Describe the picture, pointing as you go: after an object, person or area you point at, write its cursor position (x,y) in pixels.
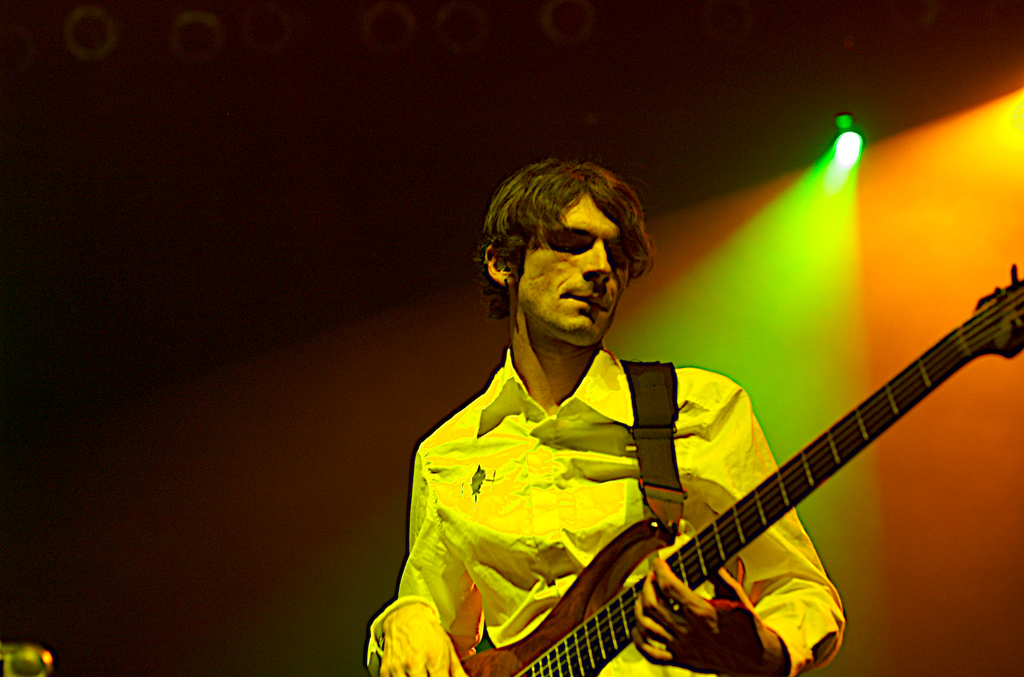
In this image we can see a man (579,281) is standing, and holding the guitar (607,583) in the hands (668,579), and at back (721,275) here is the light (855,177).
